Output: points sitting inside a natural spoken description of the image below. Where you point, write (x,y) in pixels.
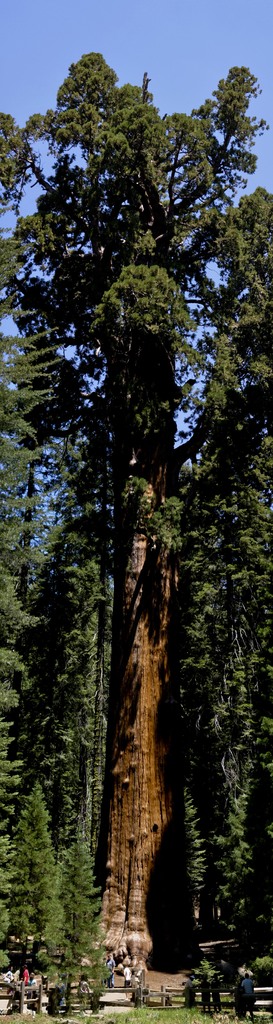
In the picture we can see the tallest tree (132,413) and near to it, we can see some people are standing near the railing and watching it and on the top of the tree (96,97) we can see the part of the sky (216,22).
